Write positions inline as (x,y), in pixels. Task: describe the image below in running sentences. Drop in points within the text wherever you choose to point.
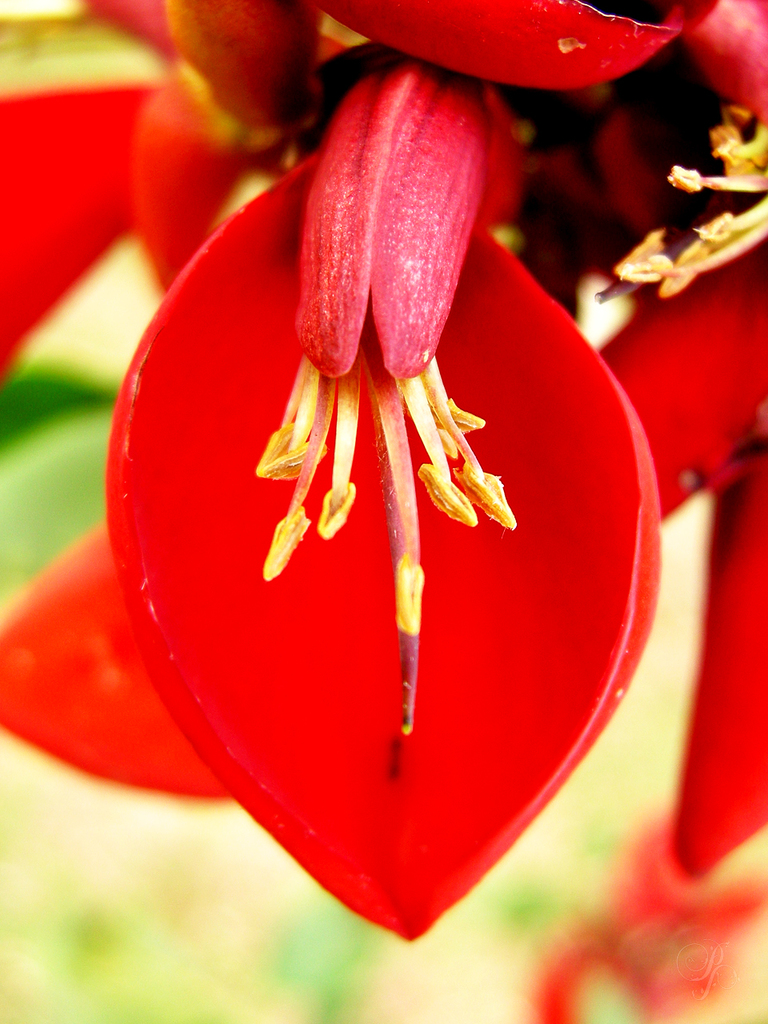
In this image we can see the petals (496,293) of a red color flower (263,373).
